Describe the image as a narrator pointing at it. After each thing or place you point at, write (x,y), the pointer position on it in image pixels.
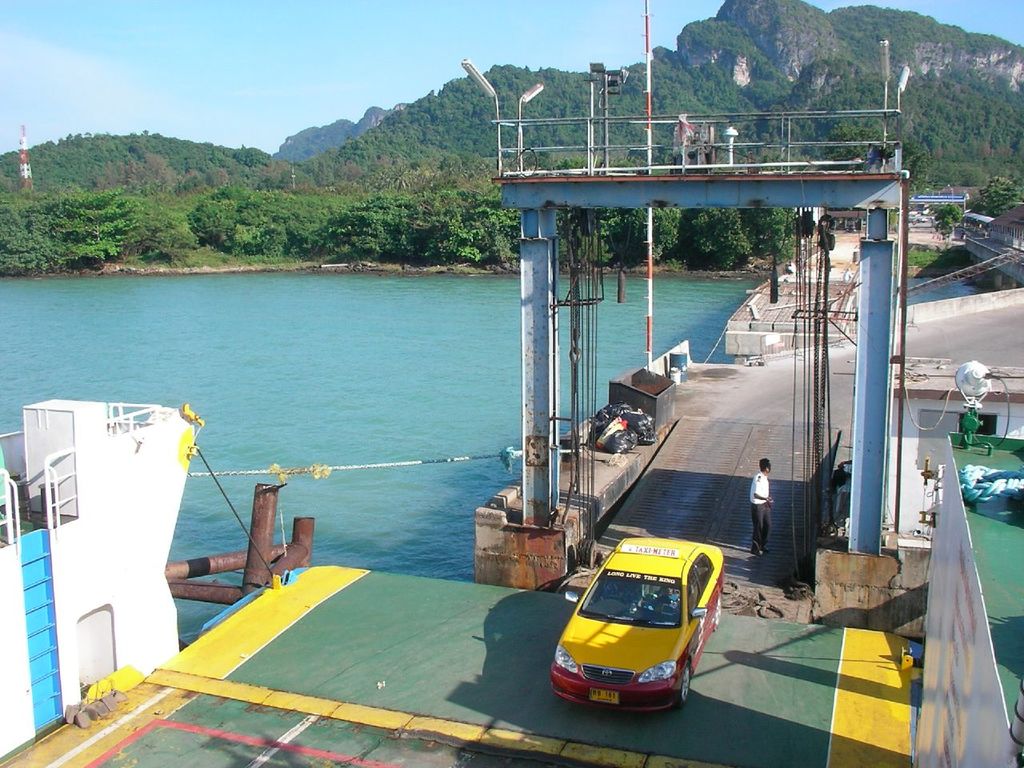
In this image I can see the person (760,523) standing on the bridge (715,459). In-front of the person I can see the car (569,684) on the boat (456,668). To the right (912,522) I can see the building (932,441). To the left (286,380) I can see the poles (650,266) and the water (344,367). In the background (635,232) there are many trees (658,226), mountains (471,86), clouds (107,61) and the sky (152,52).
